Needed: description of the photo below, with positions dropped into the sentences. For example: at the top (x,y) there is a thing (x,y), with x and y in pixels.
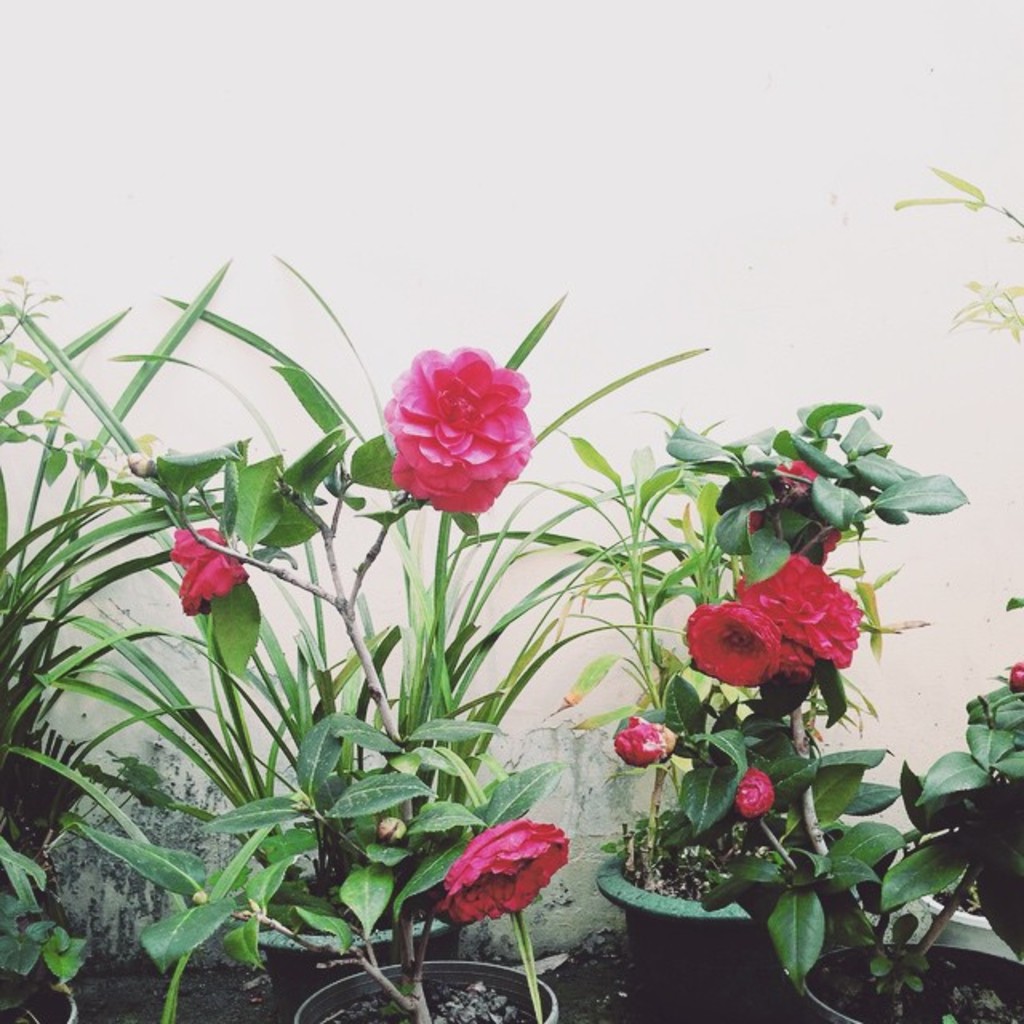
In this image there are flowers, flower pots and the wall (783,225).
